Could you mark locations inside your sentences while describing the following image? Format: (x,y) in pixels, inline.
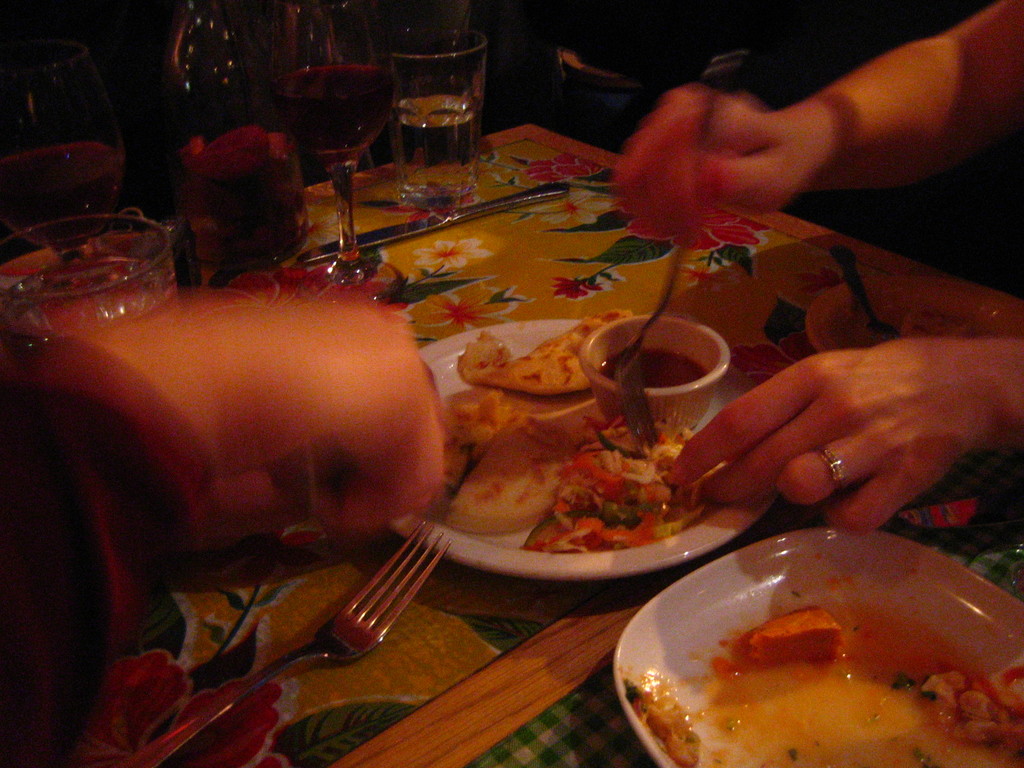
In this image I can see the table (392,670). On the table (572,659) I can see the plates (628,651) with food (534,497), bowl (621,344), glasses (214,85), knife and fork (424,555). I can see one person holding the fork (636,377). To the left (157,358) I can see one more persons hand (204,418) but it is blurry. And there is a black background (683,10).
